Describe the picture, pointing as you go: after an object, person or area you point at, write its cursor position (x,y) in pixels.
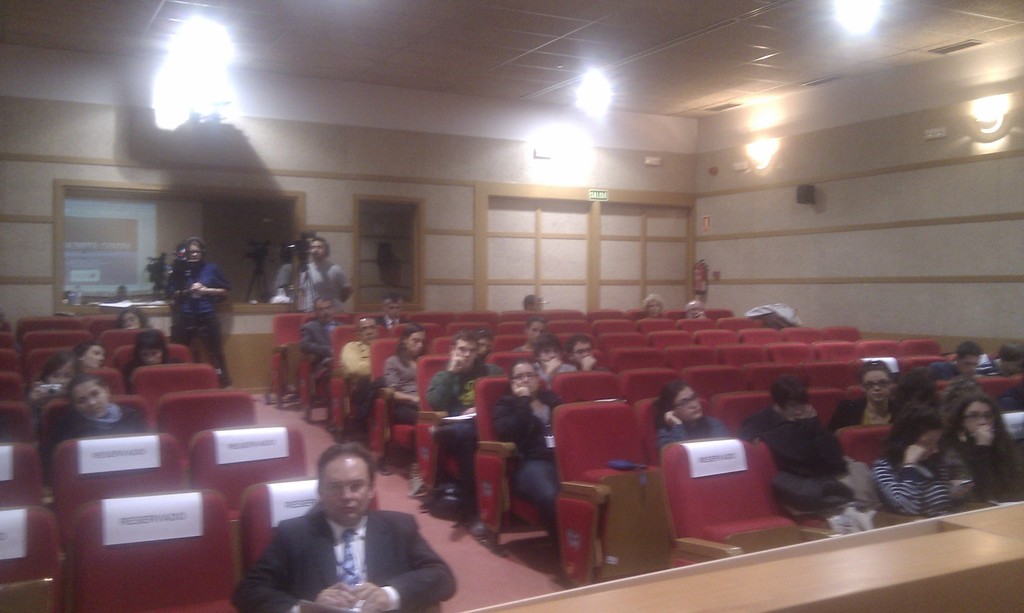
In this image we can see people (110,429) sitting on chairs (143,386). In the background of the image (196,165) there is wall (423,152). There is glass (117,207). There are two persons (215,295) standing. At the top of the image (848,57) there is ceiling (917,51) with lights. To the right side of the image (760,179) there is wall (834,195).
